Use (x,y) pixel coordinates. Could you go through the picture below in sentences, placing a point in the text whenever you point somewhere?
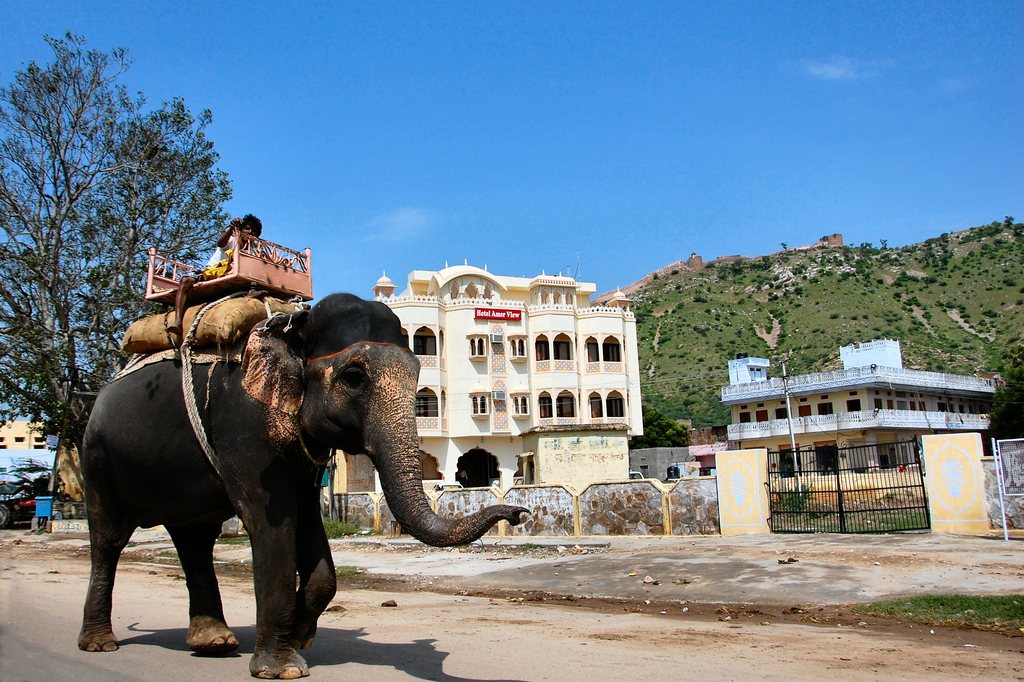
In this image we can see a man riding an elephant (294,593) on the road (423,609). We can also see some buildings (425,424) with windows (521,400), a sign board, fence (594,503), gate (837,492) and doors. On the left side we can see some trees (182,237). On the backside (878,339) we can see a group of trees (699,406) on the hill (759,287) and the sky (667,170) which looks clear.
